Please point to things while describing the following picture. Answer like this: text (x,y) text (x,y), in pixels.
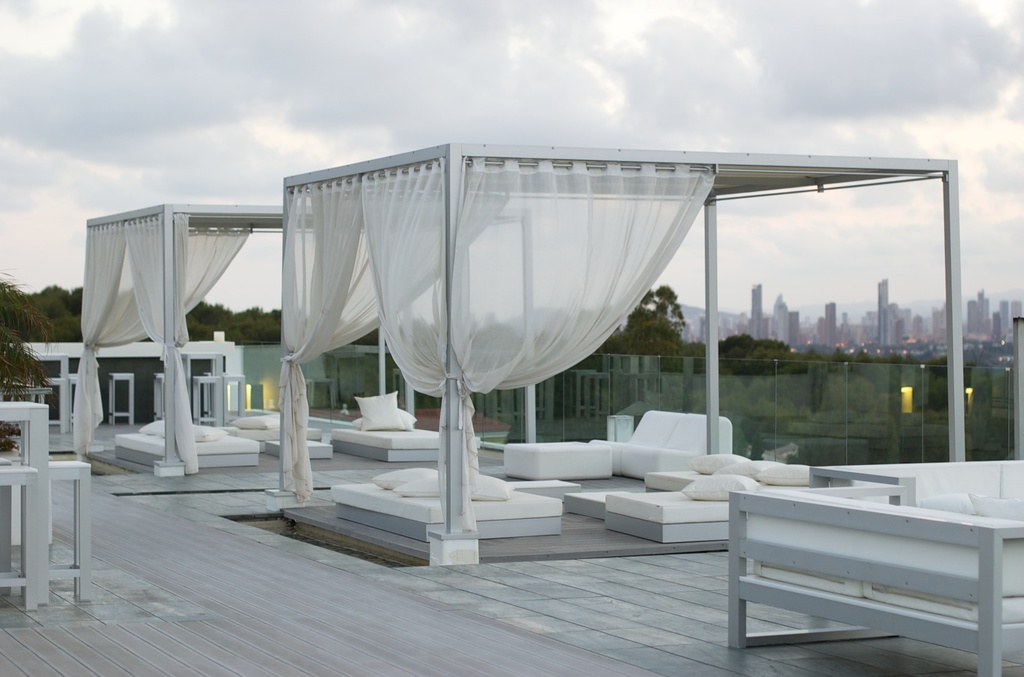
In this picture we can see this place is on the top of the building (494,627). Here we can see white sofa (653,447), white bed (652,510), white pillows (706,481). White curtains (495,341) are hanging to the pole (695,169). And to the boundaries of that building (439,644) there are white glasses (801,391) fixed to it. In the background (824,335) we can see many buildings (898,313), trees (650,339) and a cloudy sky (600,93).
